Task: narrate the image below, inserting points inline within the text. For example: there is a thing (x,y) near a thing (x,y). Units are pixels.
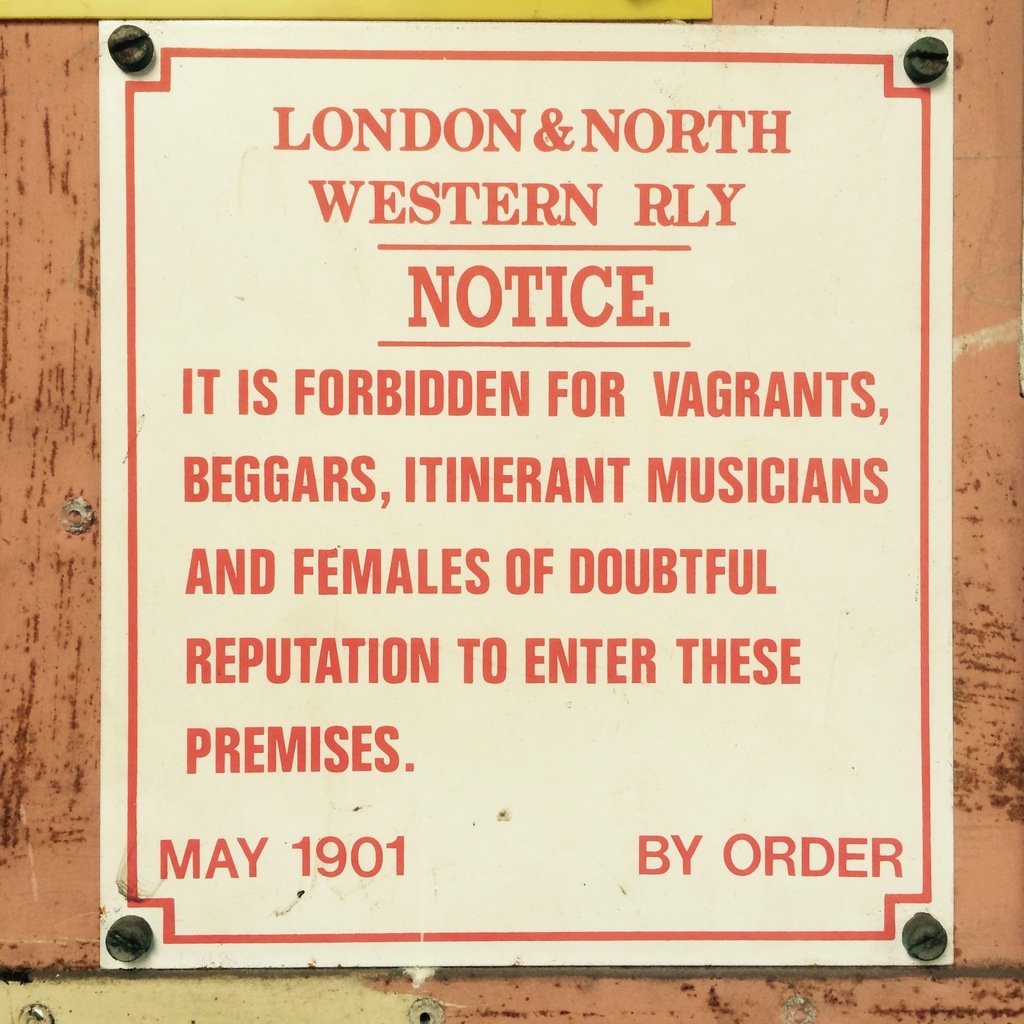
In this image I can see, there is a poster (787,793) on the wall (20,635), it says London and north western rly.
